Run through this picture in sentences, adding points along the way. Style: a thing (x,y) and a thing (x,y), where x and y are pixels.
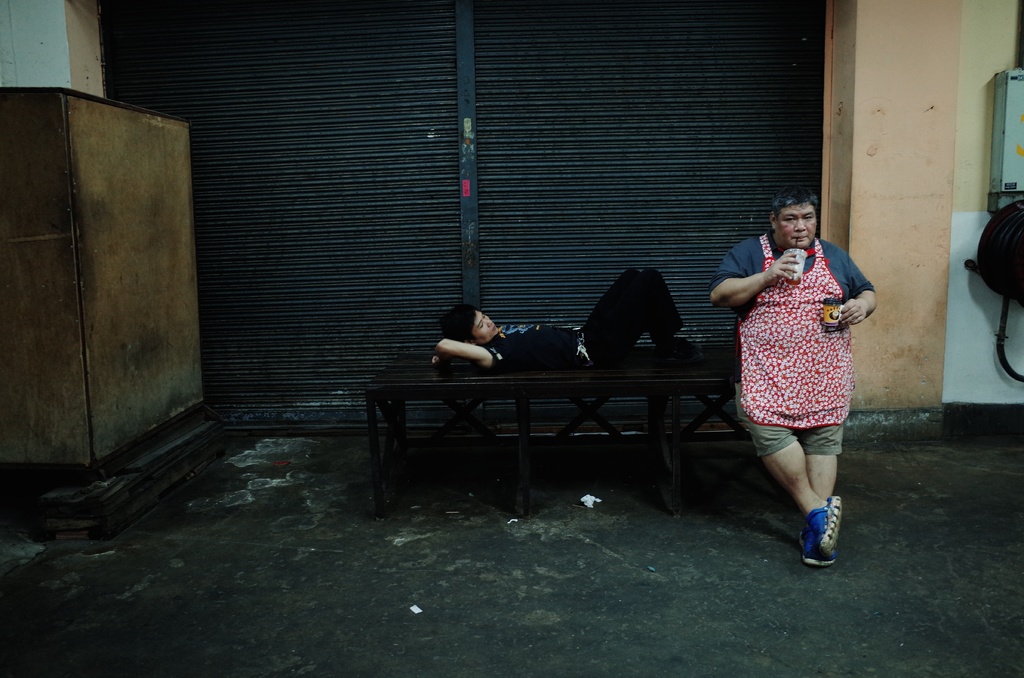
In the image we can see there is a table (473,394) on which a man (571,335) is lying and beside it there is a man (835,423) who is standing and holding a cup (834,321) and juice glass (793,265) and at the back (472,245) there is a shutter (528,205) which is closed.
